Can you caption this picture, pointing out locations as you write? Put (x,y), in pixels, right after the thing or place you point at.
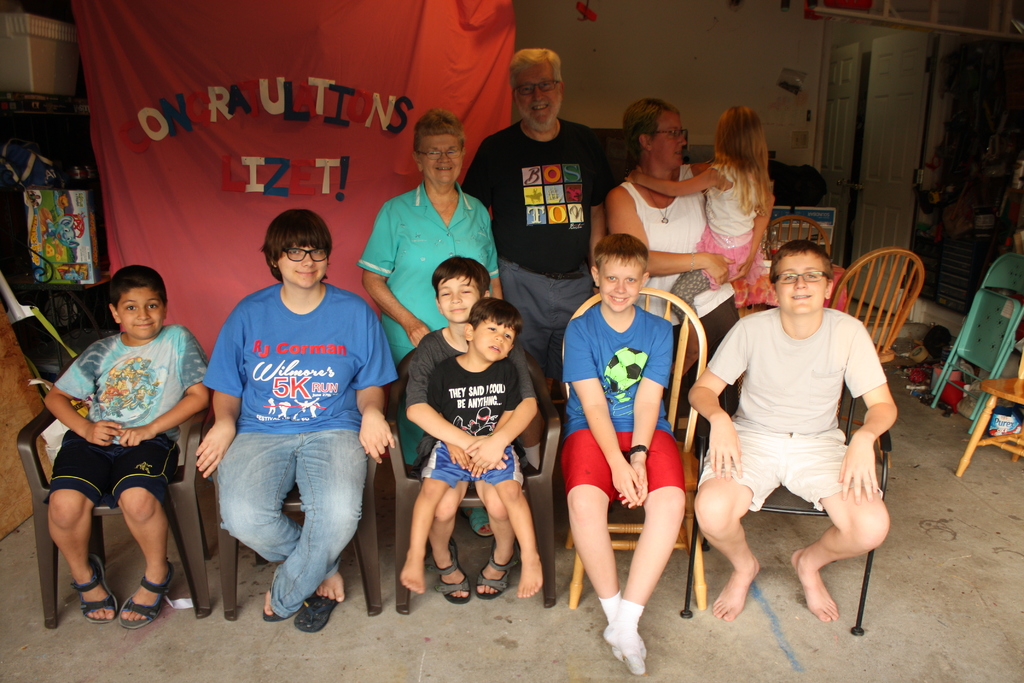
In this picture we can see some persons (521,468) are sitting on the chairs (230,527). This is floor (823,645). And here we can see some persons (674,248) are standing on the floor (799,658). On the background (414,24) there is a cloth (381,127) and this is wall (730,104).
